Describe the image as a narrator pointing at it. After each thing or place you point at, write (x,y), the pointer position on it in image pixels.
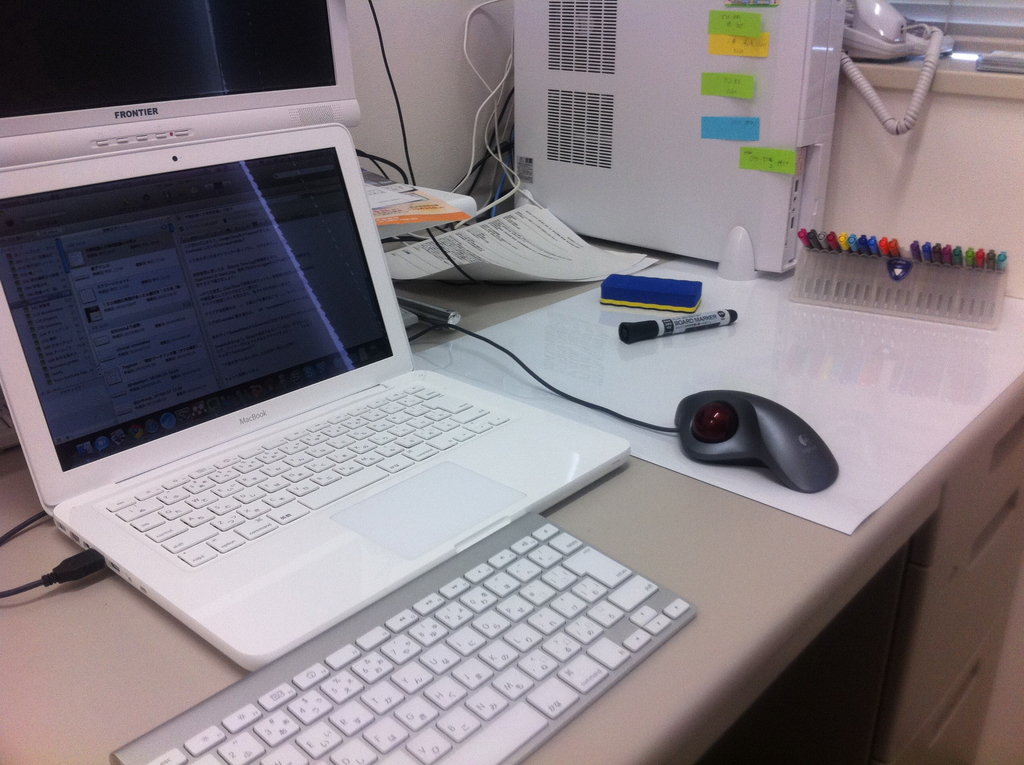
In this picture we can see a desk (686,514), on the desk (745,504) there are pens (850,246), marker (627,325), paper (522,262), desktop (56,83), laptop (253,401), telephone (879,49), cables (501,190) and various objects (314,759).
